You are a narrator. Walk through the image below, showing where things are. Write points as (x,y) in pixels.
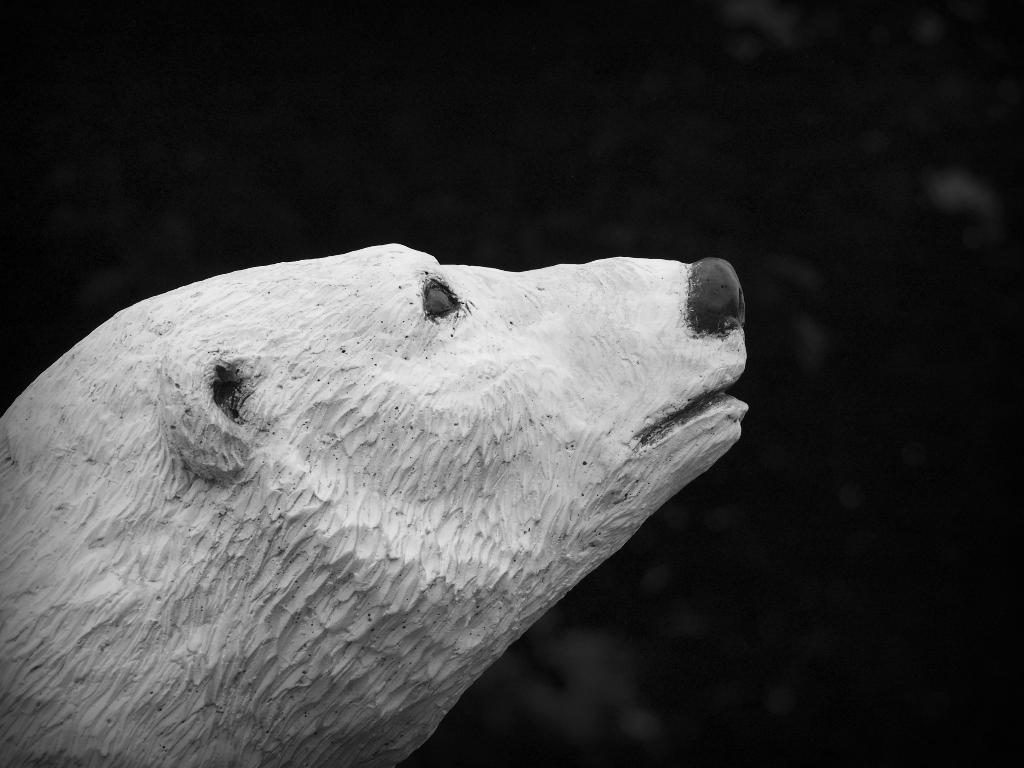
In this image I can see statue of an animal (391,429). And there is a dark background (20,272).
